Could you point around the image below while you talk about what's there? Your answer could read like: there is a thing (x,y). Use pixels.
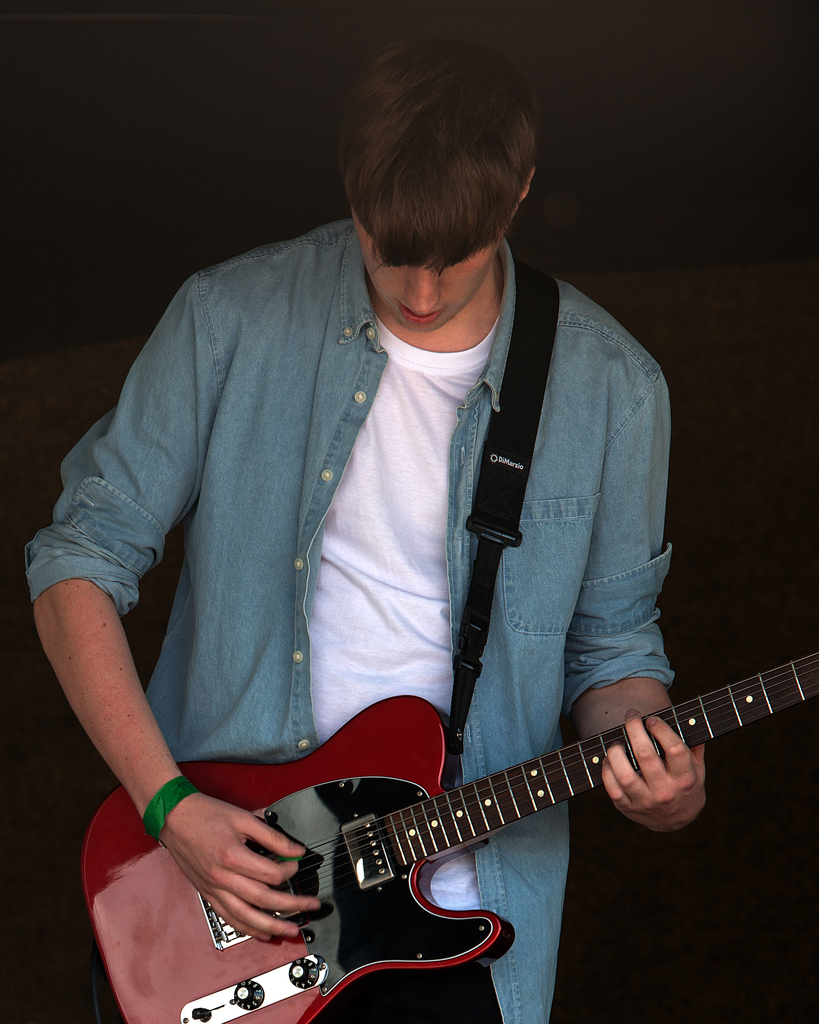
This man (307,341) wore jacket (252,589) is playing a guitar (447,830).
